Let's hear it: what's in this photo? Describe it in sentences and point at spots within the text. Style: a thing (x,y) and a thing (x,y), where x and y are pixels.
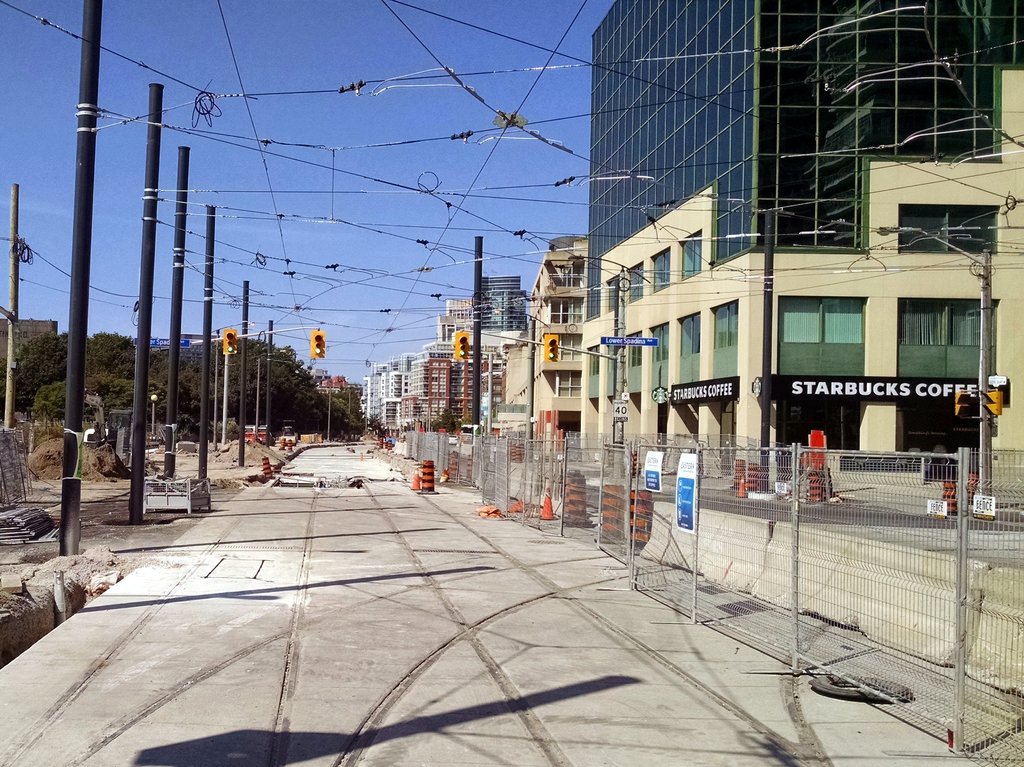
In this image I can see the ground (262,635), few black colored poles (88,102), few wires (321,166), the fencing (723,508), few posters (692,469) to the fencing (596,489), few traffic poles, few trees (249,409) and few buildings (759,152). In the background (461,186) I can see the sky (285,174).
